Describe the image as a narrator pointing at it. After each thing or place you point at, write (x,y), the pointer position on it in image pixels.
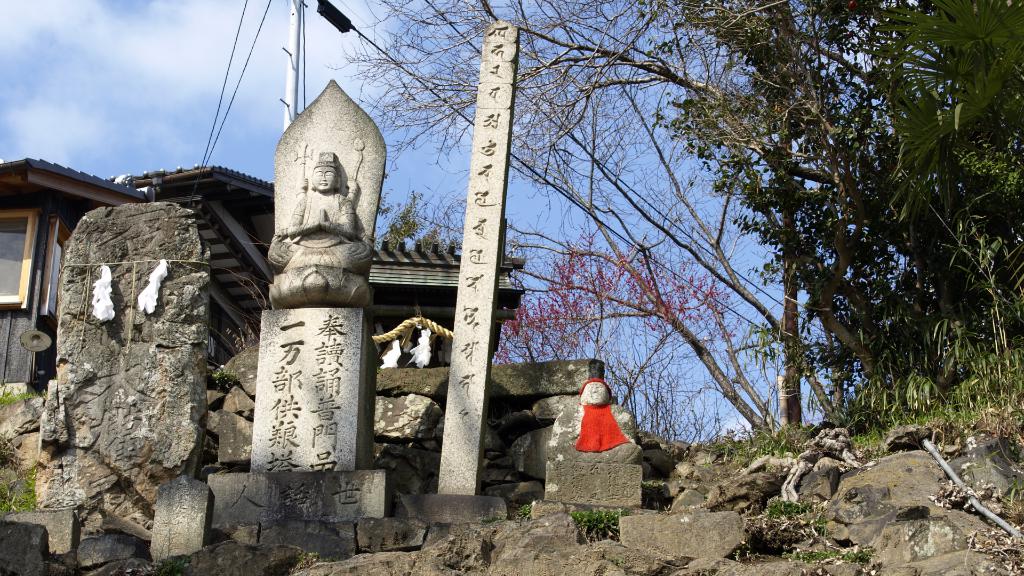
This picture is taken from outside of the city. In this image, on the right side (974,132), we can see some trees (996,206) and plants (1004,311). In the middle of the image (372,374), we can see some sculptures (607,414), on one of the sculptures (587,401), we can see a red color cloth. On the left side (113,209), we can see a rock (183,296), house (16,279), pole (288,98), electric wires (253,43). In the middle of the image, we can also see a pole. At the top (194,56), we can see a sky (161,66) which is a bit cloudy, at the bottom (463,574), we can see some rocks (198,547) and stones (1004,446) and a grass (939,410).
